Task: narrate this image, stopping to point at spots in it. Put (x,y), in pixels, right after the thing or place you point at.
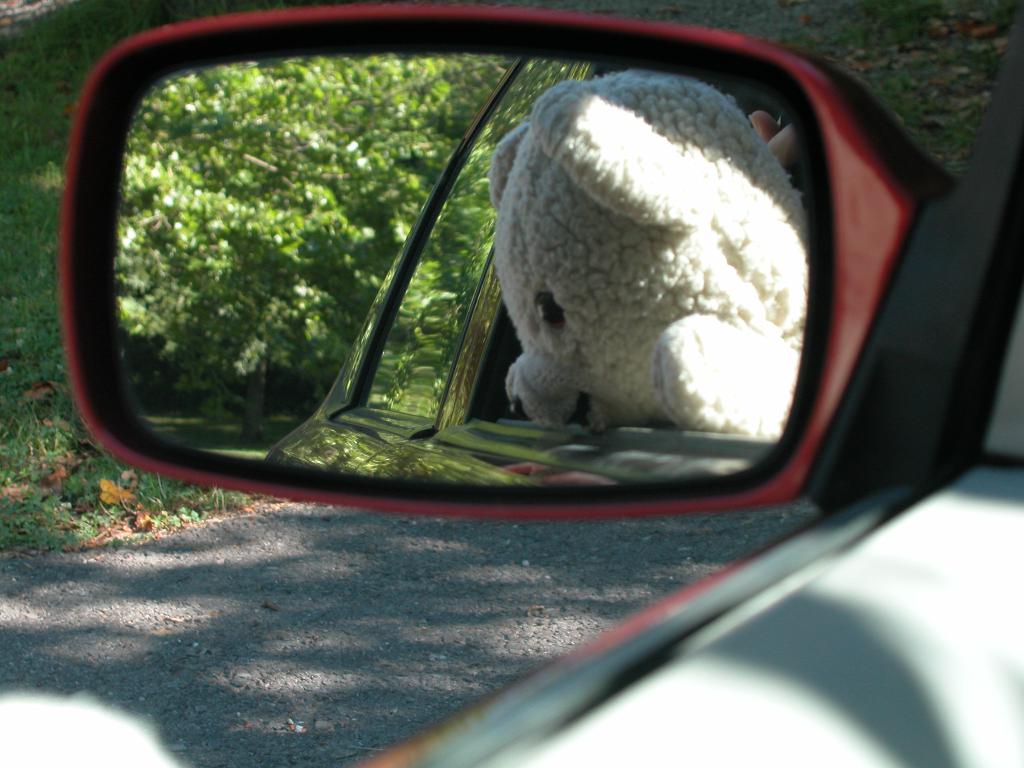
In this image there is a side mirror (394,293) in the middle (494,349). In the mirror (458,265) we can see that there is a teddy bear (590,304) in the car (460,193). In the background (347,202) there are trees (279,178).
